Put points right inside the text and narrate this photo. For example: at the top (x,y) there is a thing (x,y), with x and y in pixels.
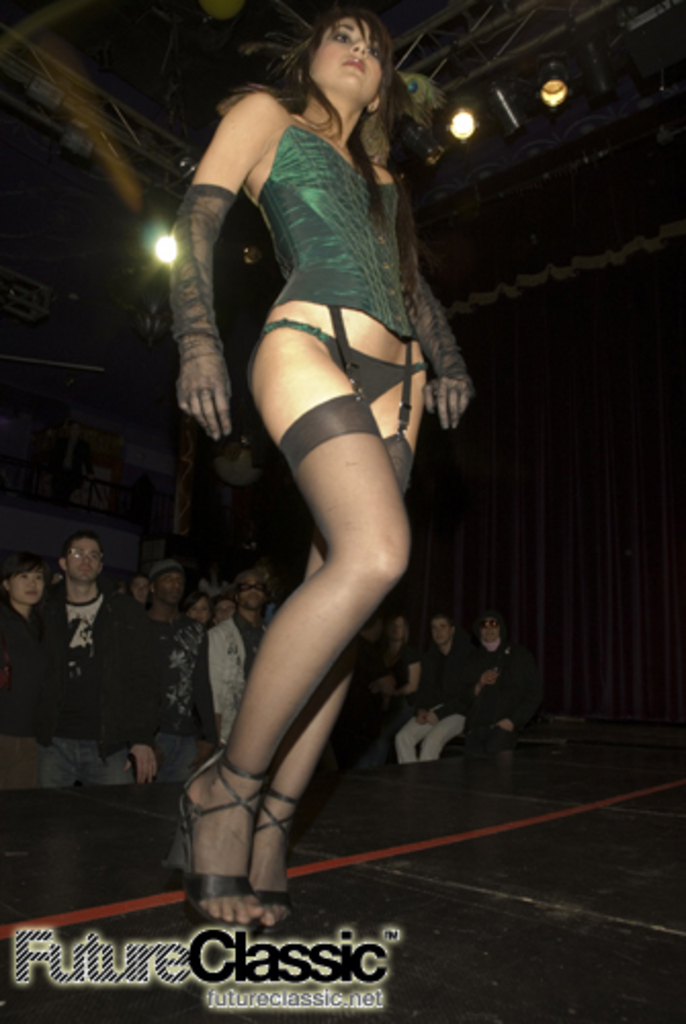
In this image there is a person (322,580) standing on the stage (549,807). Behind her there are a few other people (417,662). In the background of the image (579,507) there are curtains (617,535). On top of the image (600,70) there are lights (556,87), metal rods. There is some text (352,931) at the bottom of the image (310,975).
